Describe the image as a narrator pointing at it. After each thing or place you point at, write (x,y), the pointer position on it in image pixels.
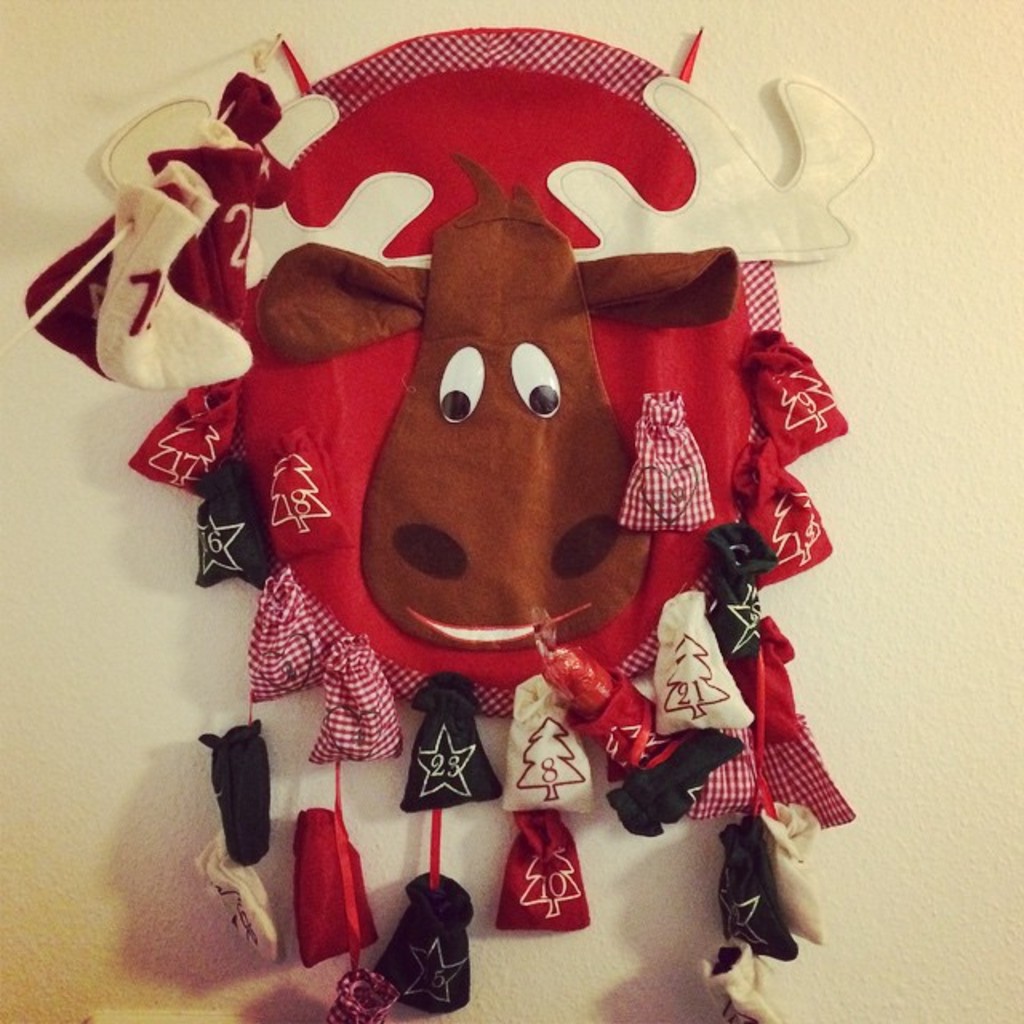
In this image there is a wall (929,335), for that wall (906,56) there is an advent calendar (478,460).
